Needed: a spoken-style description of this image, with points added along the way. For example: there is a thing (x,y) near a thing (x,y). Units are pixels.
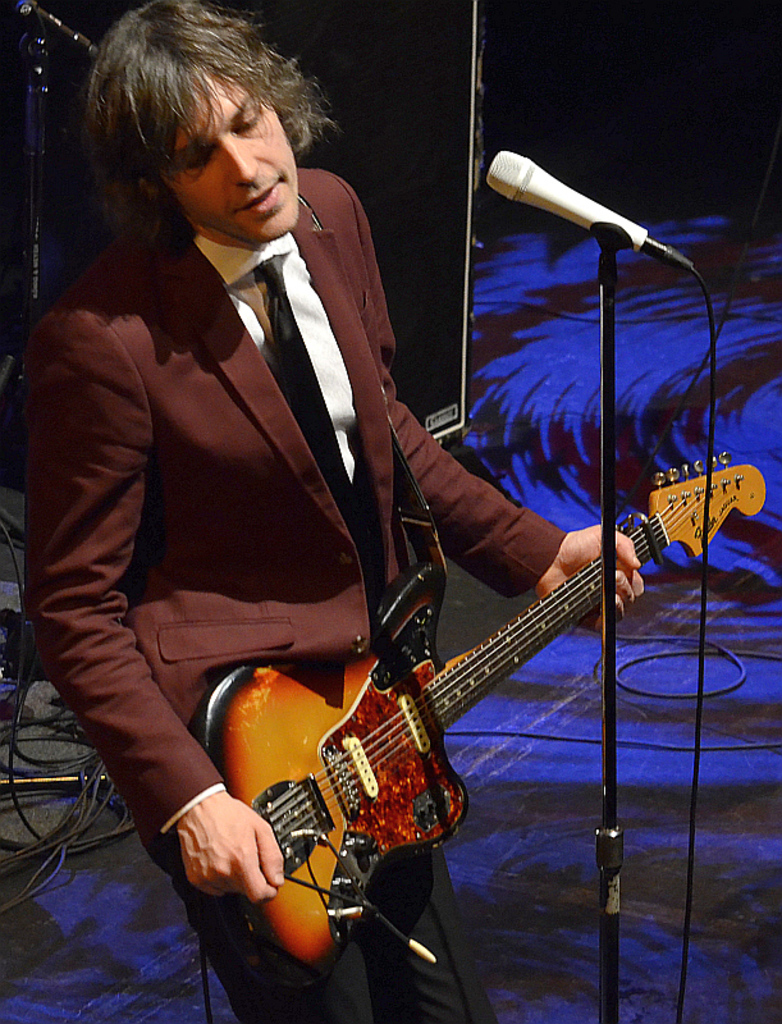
In this picture a man (298,548) is playing guitar (509,648) in front of microphone (599,218).
